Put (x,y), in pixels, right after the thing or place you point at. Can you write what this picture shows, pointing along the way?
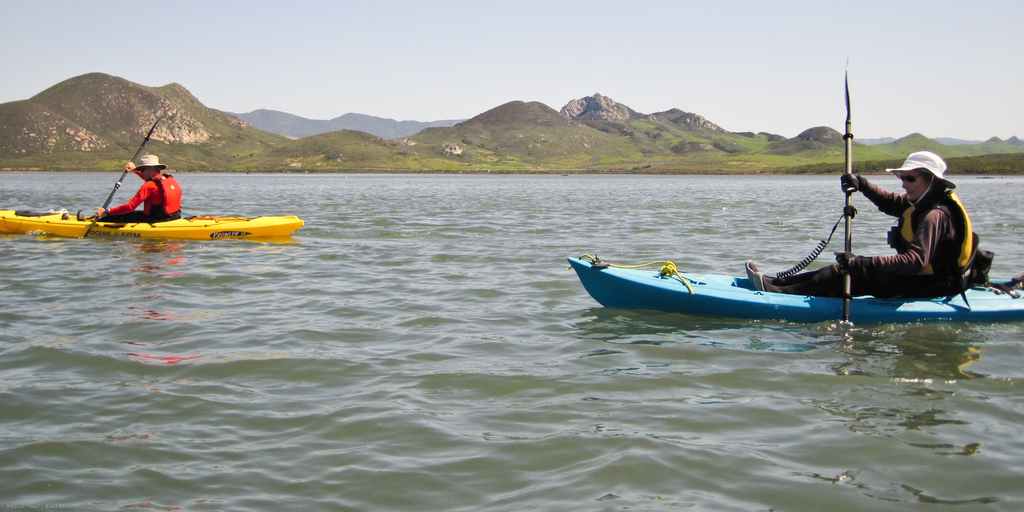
There are two people (858,268) kayaking on the water (753,230) both the sides of the image and there are mountains (381,123) and sky (426,72) in the background area (426,72).
